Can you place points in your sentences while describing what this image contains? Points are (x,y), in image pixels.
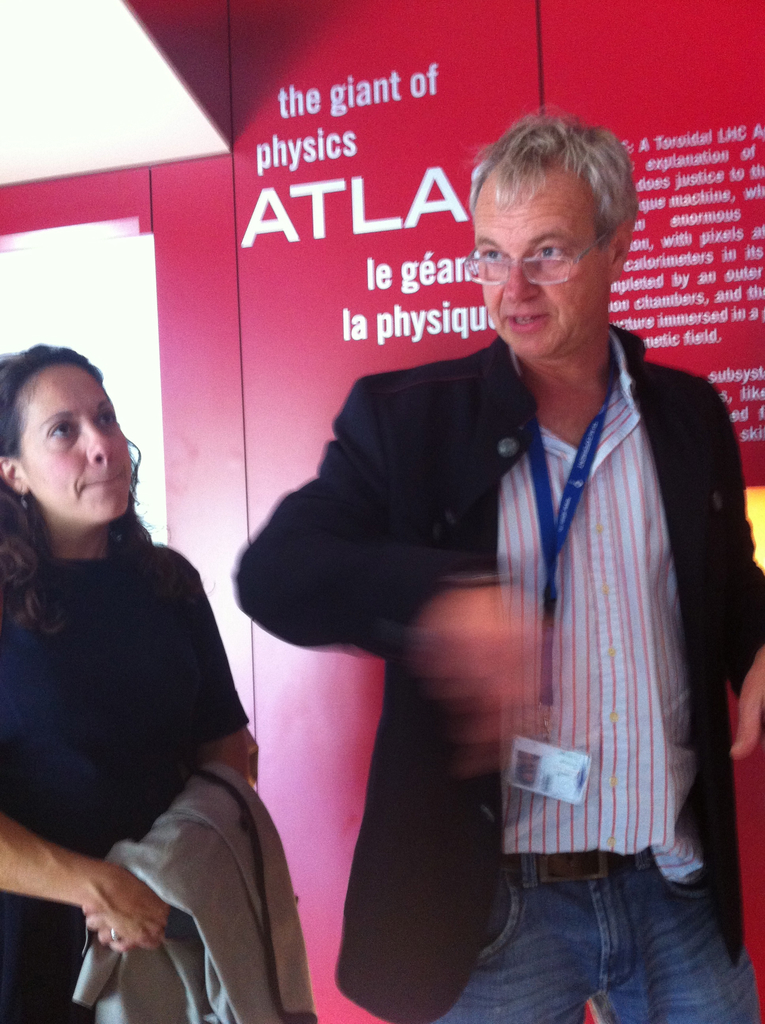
In the center of the image (415,535) a man (584,564) is standing and wearing coat (484,573), id card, spectacles (487,276). On the left side of the image (80,745) we can see a lady (80,690) is standing and holding a cloth (286,930). In the background of the image (308,187) we can see the wall (206,237) and board (259,314). In the top left corner (81,74) we can see the roof (86,137).
